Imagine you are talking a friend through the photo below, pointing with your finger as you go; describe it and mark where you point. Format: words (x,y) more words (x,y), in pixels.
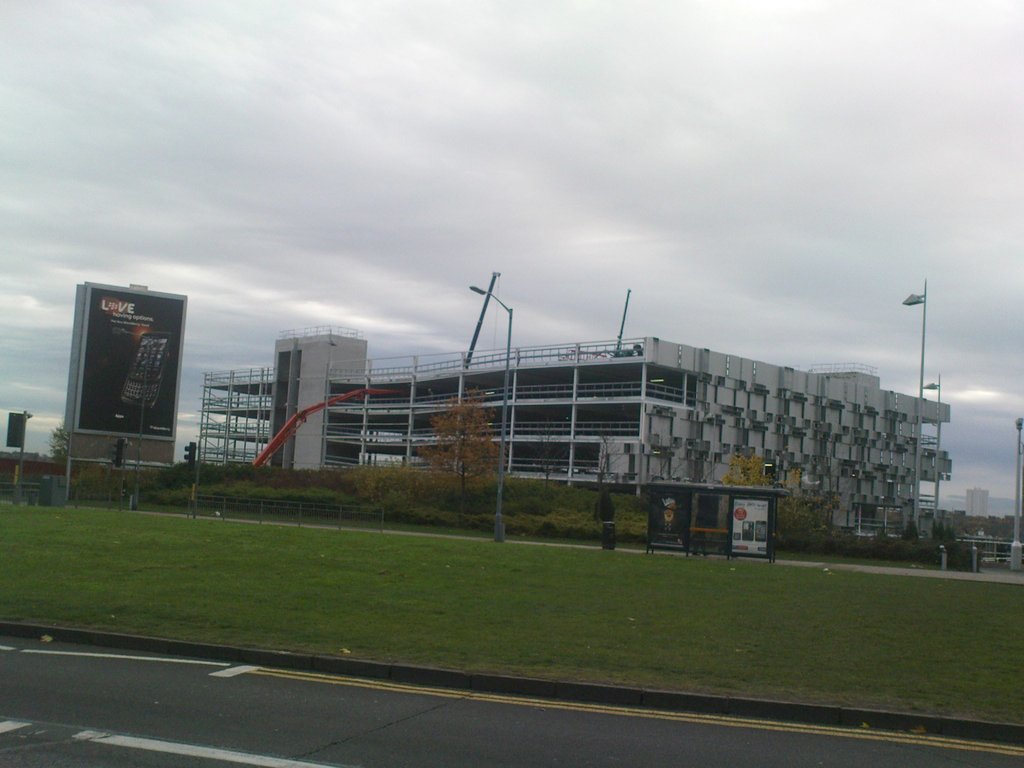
In this image at the bottom (309,702) we can see road (297,697) and grass (295,540) on the ground (327,578). There are poles (477,293), boards (128,390), and objects (733,494). In the background (518,352) we can see buildings (778,400), crane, poles (1019,458), plants (886,539), objects (776,498) and clouds (523,312) in the sky (965,315).
